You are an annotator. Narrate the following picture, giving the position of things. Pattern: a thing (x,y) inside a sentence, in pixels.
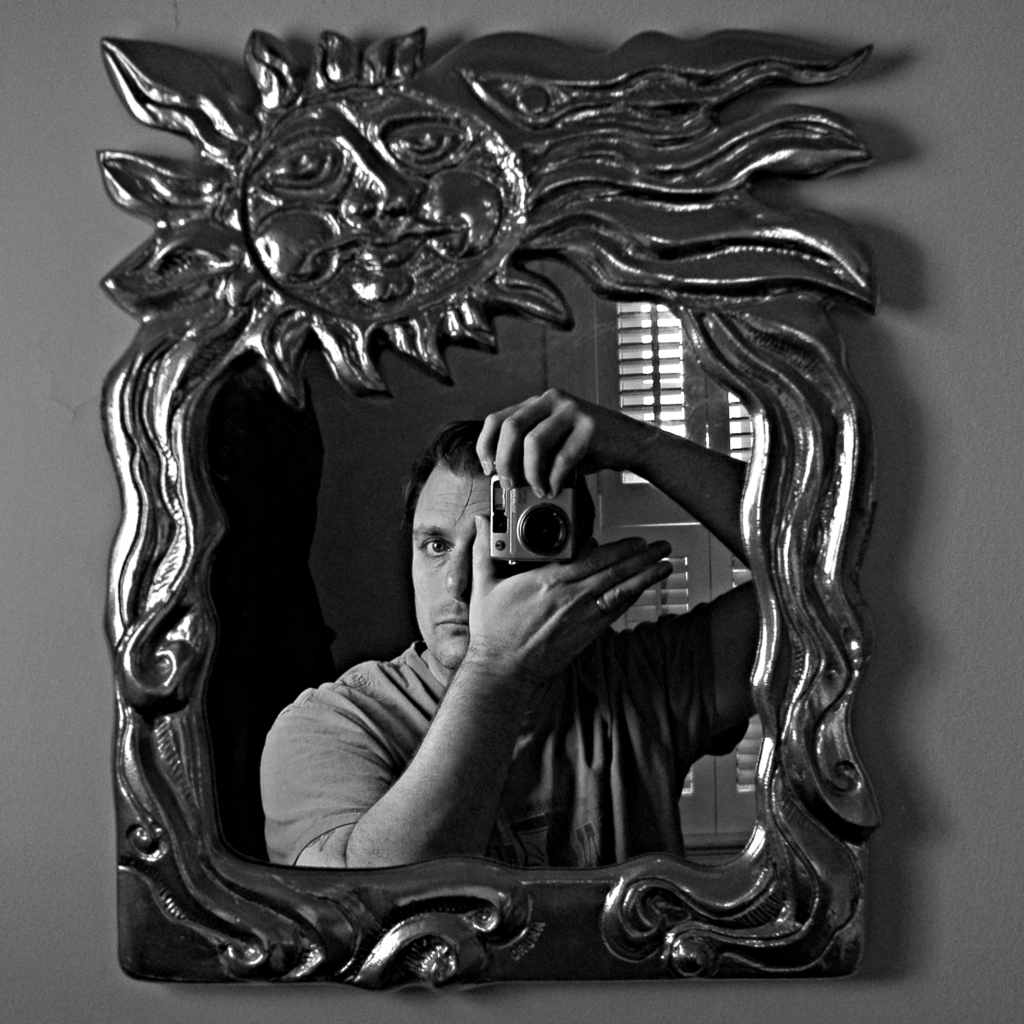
In this black and white picture there is a mirror (426,231) on the wall (962,514). There is the sun (334,227) on the border (742,254) of the mirror (775,753). In the reflection (251,667) of the mirror (338,510) there is a man (522,752) standing and holding a camera (560,520) in his hand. Behind him there are windows (642,357) to the wall (396,403).
